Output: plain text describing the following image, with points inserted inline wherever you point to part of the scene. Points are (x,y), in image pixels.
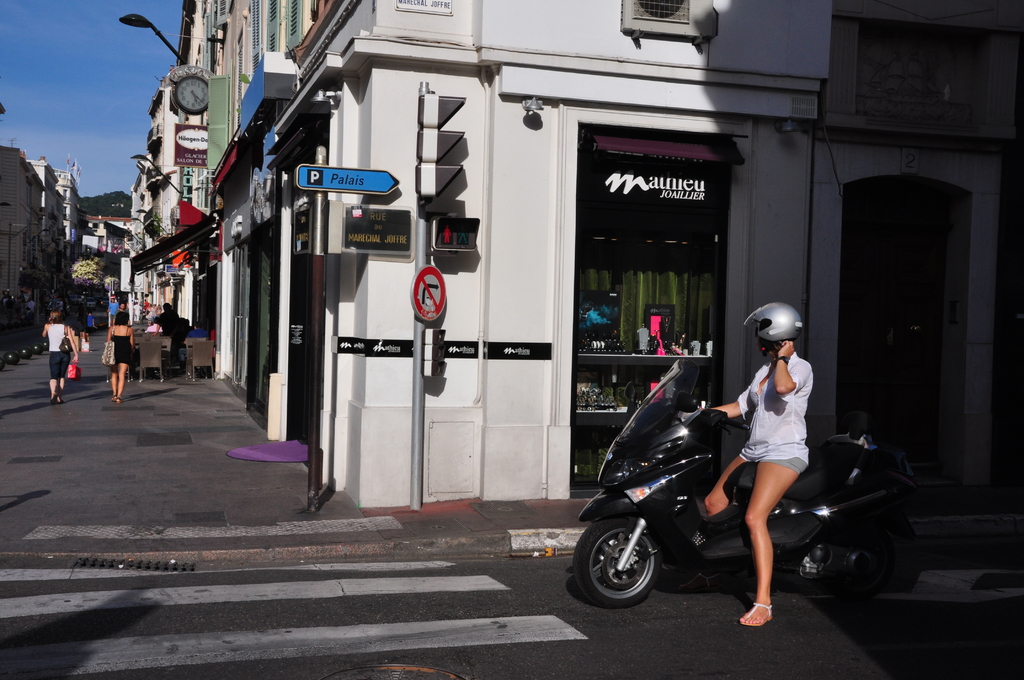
This image is taken in outdoors. In the right side of the image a woman (800,361) is sitting on a bike (631,458) and wearing a helmet (761,324). In the middle of the image (418,283) there are signal lights (446,135) and sign boards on the road (398,567). At the bottom of the image (212,599) there is a road (298,625). In the left side of the image (73,353) few people (53,349) are walking on the road (155,396). At the background (2,295) there are few buildings (407,151) with windows (202,179) and doors (295,332) and boards (658,184) with text (658,184) on it. At the top of the image (45,38) there is a sky (62,99) with clouds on it.
